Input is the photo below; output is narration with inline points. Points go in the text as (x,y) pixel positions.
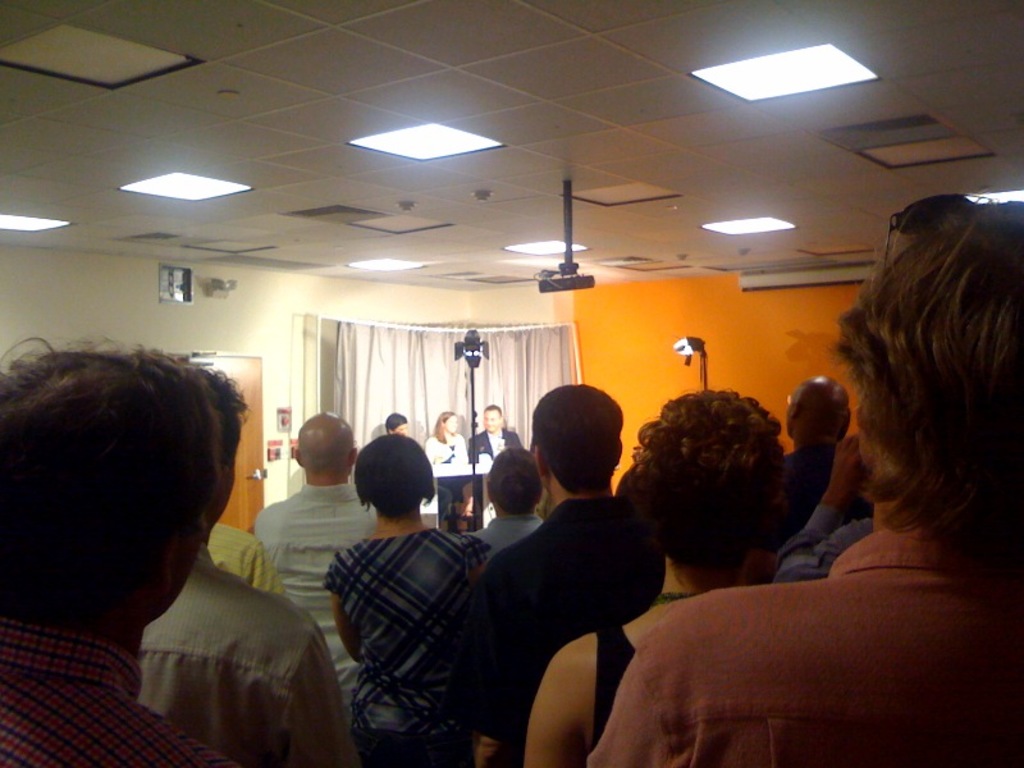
In the center of the image (671,451) we can see a few people (400,578) are standing and they are in different costumes (506,578). In the background (511,372) there is a wall (626,352), curtain (506,352), door (248,419), lights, stands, few people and a few other objects (489,459).
